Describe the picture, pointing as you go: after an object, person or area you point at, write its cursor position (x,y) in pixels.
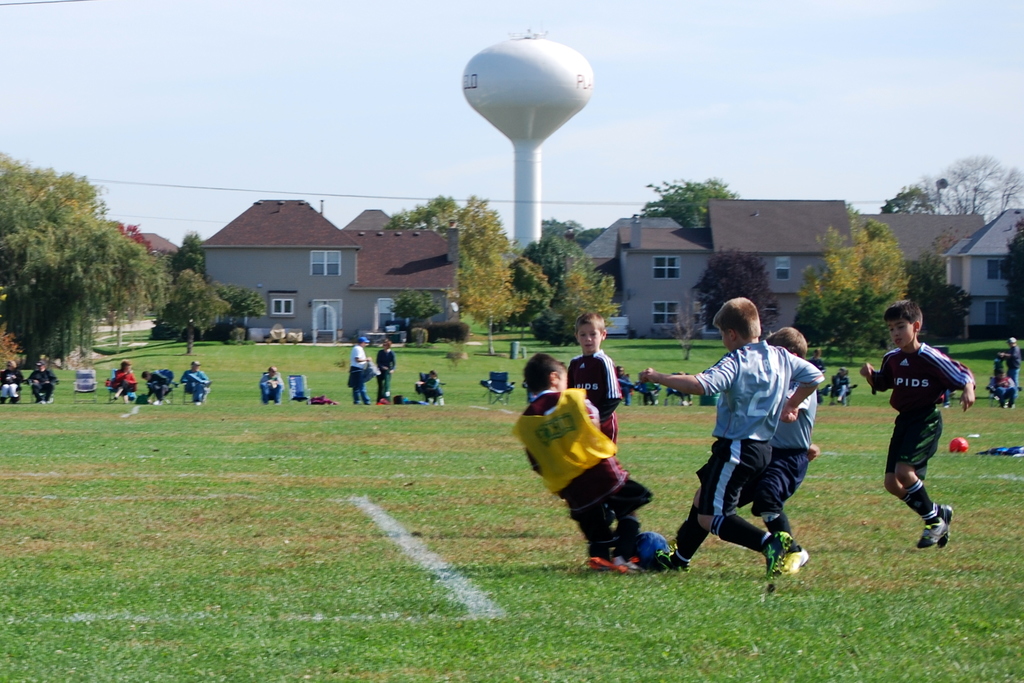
this picture shows few boys (524,444) playing football (656,559) and we see couple of houses (997,289) and trees (220,298) around.
